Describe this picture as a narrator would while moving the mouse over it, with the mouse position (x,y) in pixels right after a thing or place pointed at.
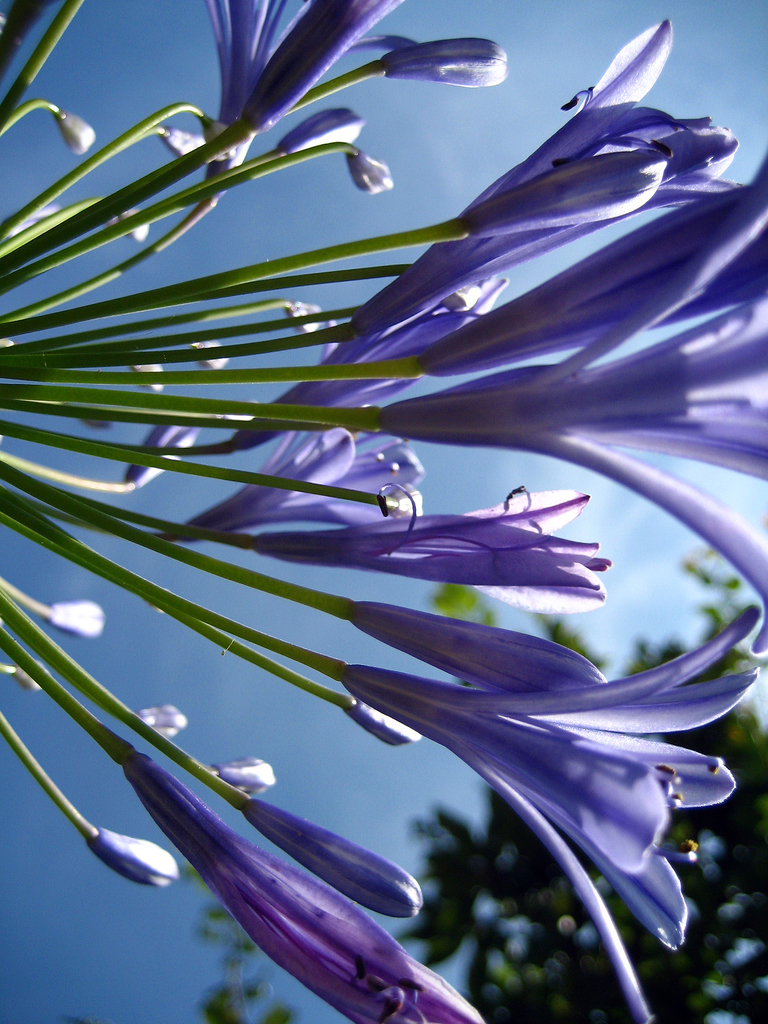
In this image we can see flowers (382,976) and stems (367,249). Background (522,966) we can see a tree (531,870) and sky (400,169).
